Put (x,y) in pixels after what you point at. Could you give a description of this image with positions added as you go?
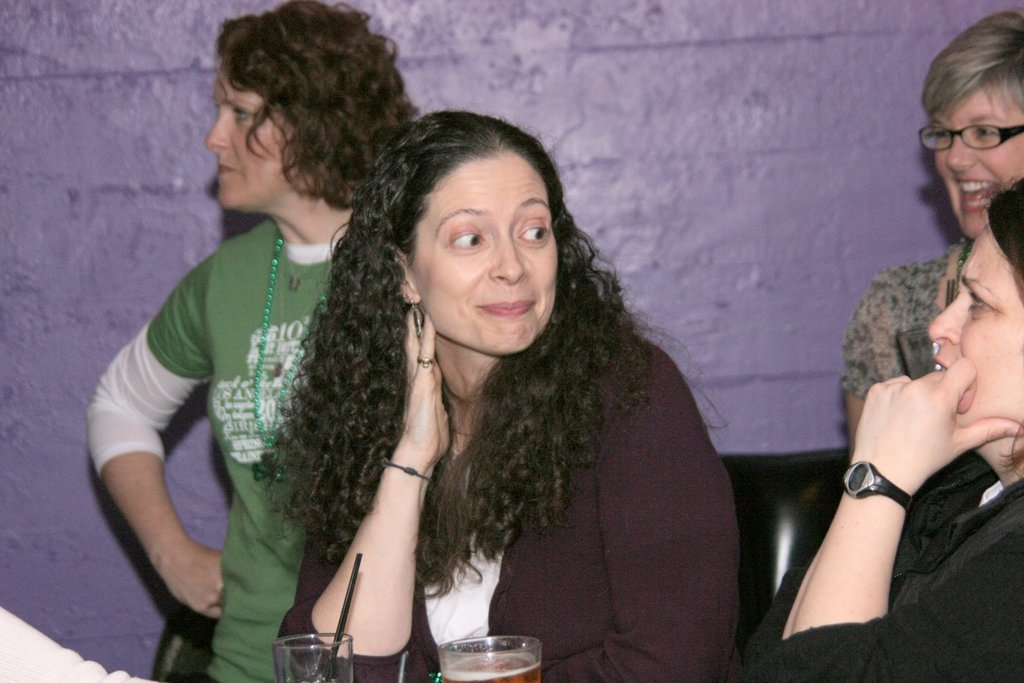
In this picture there are ladies (536,355) in the center (560,364) and on the right side of the image (950,84), there are glasses (531,641) at the bottom side of the image (520,638).
